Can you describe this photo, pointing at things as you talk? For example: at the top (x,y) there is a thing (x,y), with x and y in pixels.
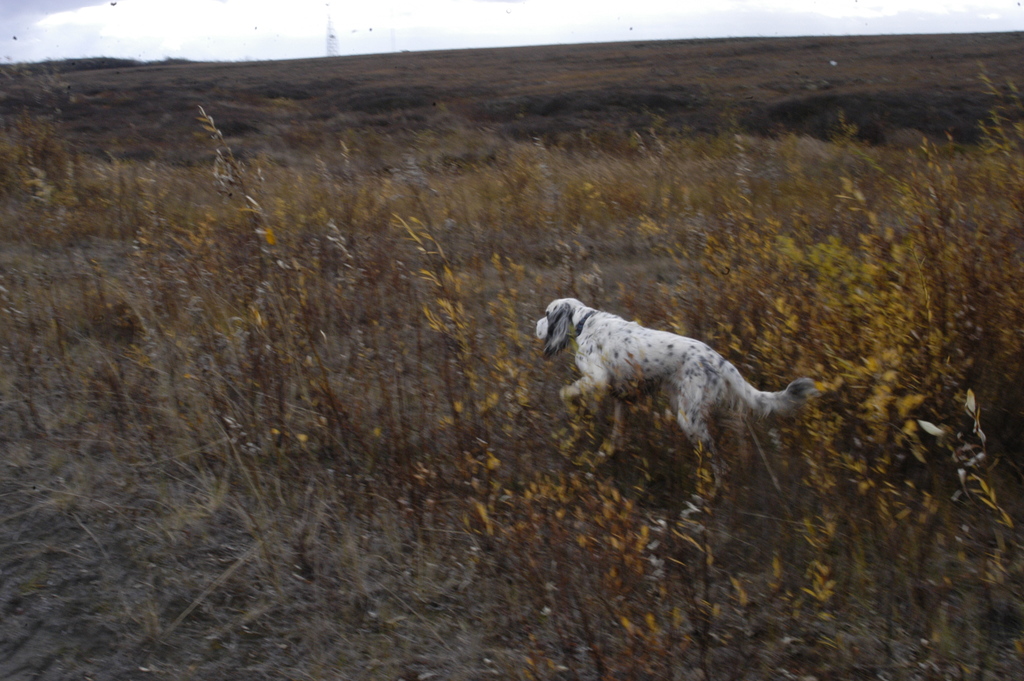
In the picture I can see dog (590,372) running in the plants (675,431), around we can see full of grass (542,355).
